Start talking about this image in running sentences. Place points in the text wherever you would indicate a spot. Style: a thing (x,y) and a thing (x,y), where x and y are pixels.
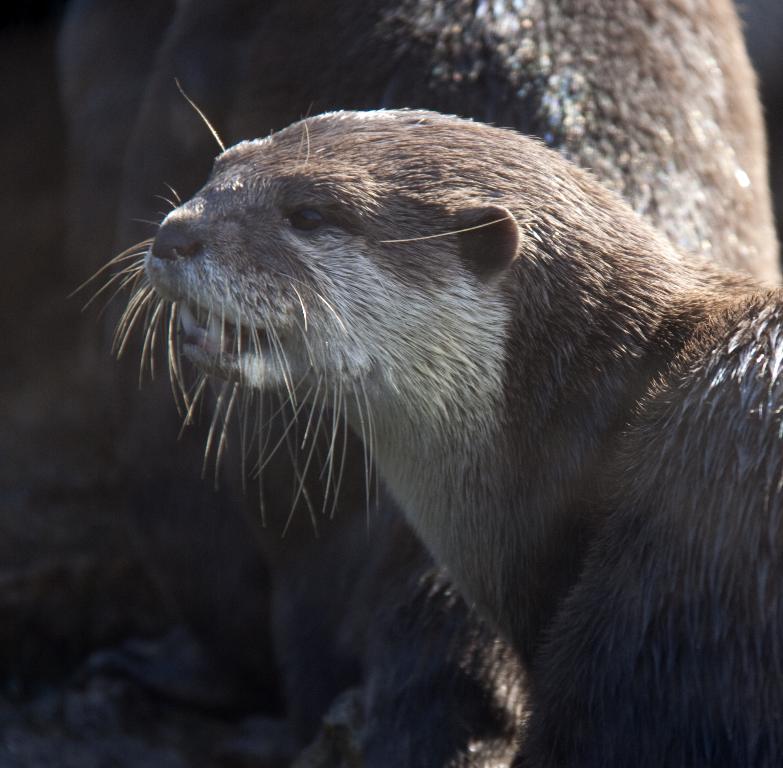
In this image, we can see some animals (523,40) and the ground (61,674).
